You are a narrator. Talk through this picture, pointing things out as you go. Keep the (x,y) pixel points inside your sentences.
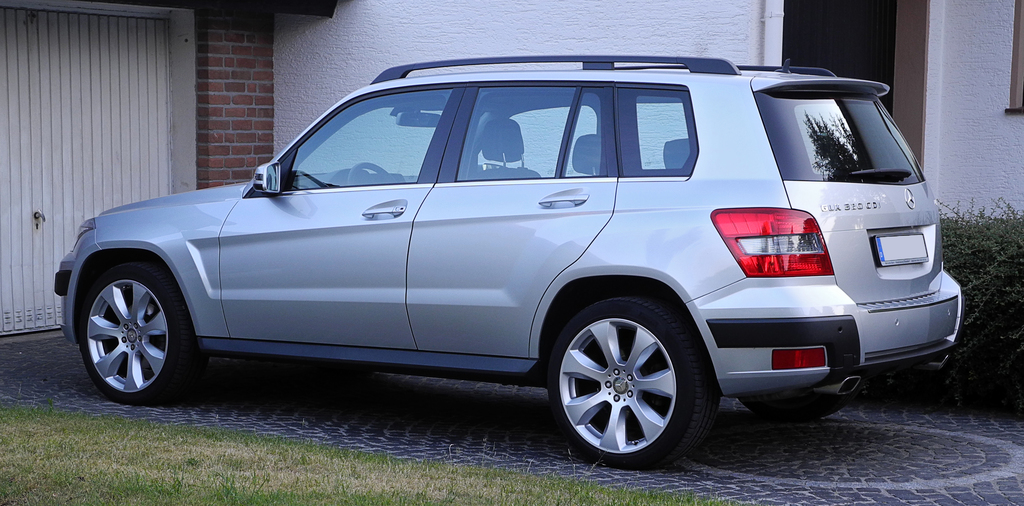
In the middle of the picture (606,264), we see a car (432,323) in grey color is parked on the pavement (35,357). At the bottom of the picture (212,460), we see grass (357,476). Beside the car (453,261), we see a wall (515,48) in white color. Beside that, we see a wall (201,101) which is made up of red colored bricks (226,132). On the left side (82,170), we see a white color thing (83,165) which looks like a gate (121,191). On the right side (1009,268), we see shrubs (994,274) and a wall (977,95) in white color.
